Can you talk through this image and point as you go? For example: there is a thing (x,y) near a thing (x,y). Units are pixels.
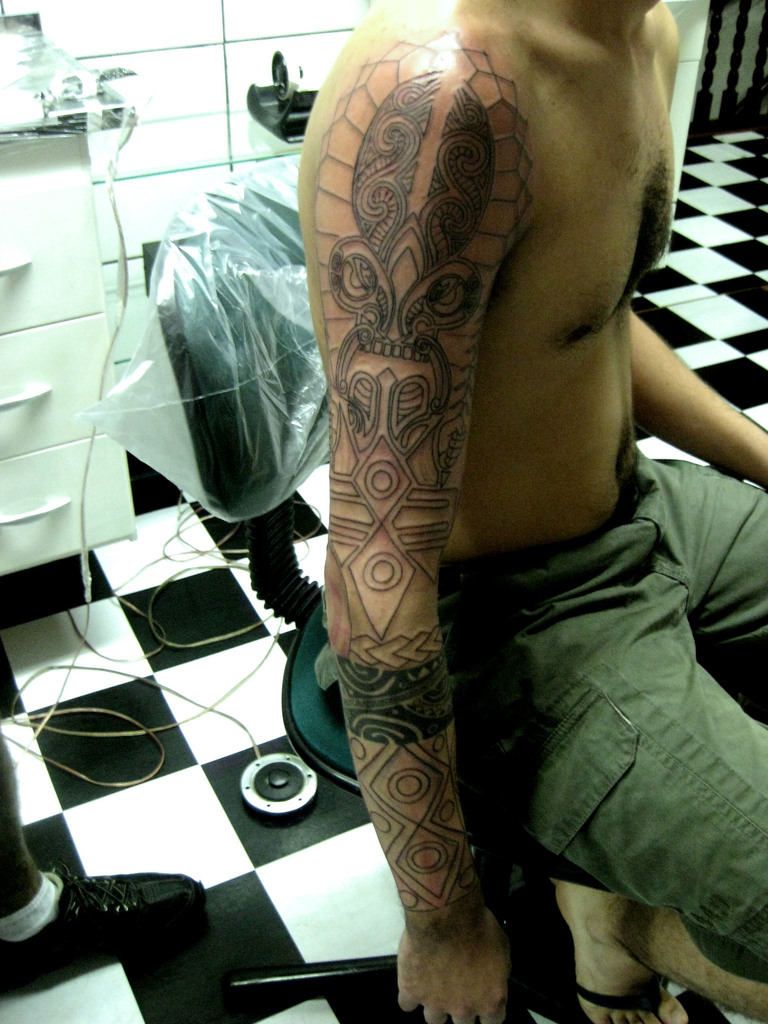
In this image, there are a few people (394,212). Among them, we can see a person (428,591) sitting on a chair (336,782). We can see the ground (245,826) with some objects (135,577). We can also see some object (96,316) on the left (121,531). We can also see the wall (180,52).
